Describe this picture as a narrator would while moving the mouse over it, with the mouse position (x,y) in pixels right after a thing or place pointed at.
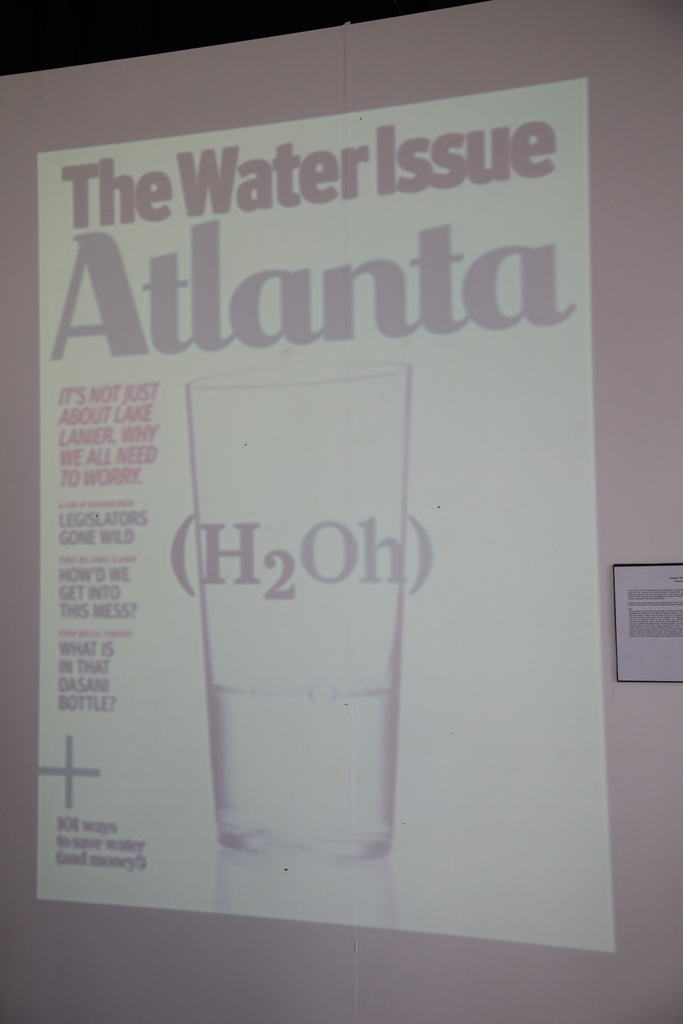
In this picture we can see a projector screen (211,249) and on the screen (416,456) we can see a glass (363,390) of water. There is something written. Beside to the screen (330,437) there is a board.
